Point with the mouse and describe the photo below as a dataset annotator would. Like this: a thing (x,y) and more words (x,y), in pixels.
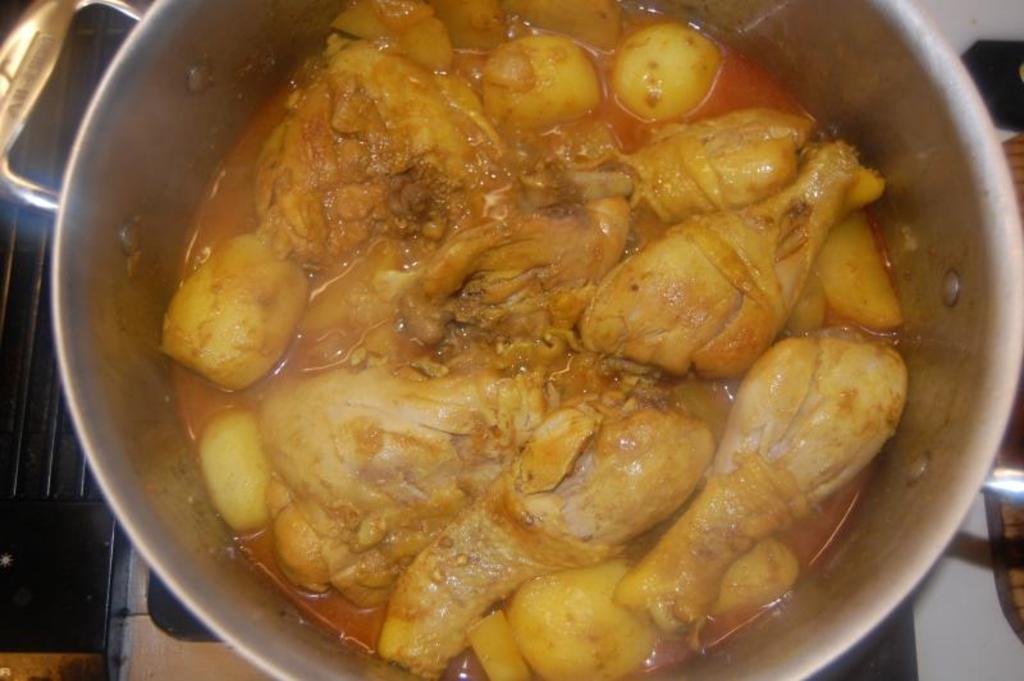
In this image inside a vessel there is chicken curry (407,476) with potato (631,94). This is the stove (83,570).
